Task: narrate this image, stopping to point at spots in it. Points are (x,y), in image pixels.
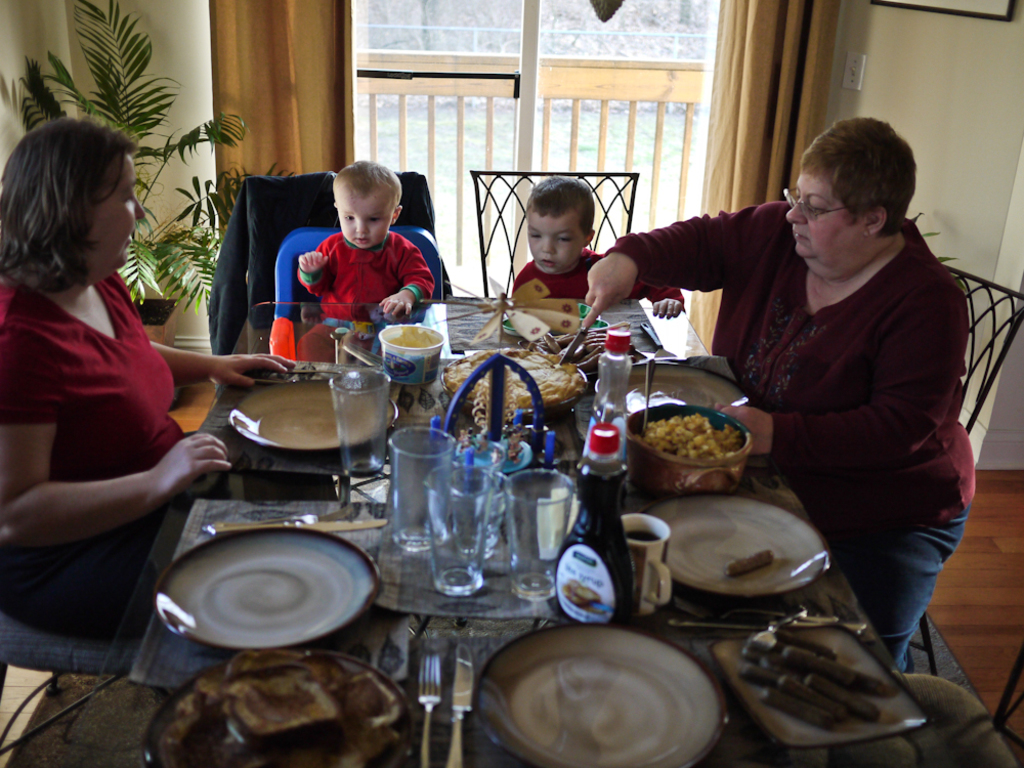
In this image I can see two women (131,427) sitting on a chairs (63,636). There are two kids (388,260) sitting. This is a table (705,684). There are many objects (531,578) placed on it. I can see a plate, knife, fork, tumbler (475,515), boxes (407,365), bowls (633,419), bottles (616,419), Cup (638,547) and some other food items (583,369) were placed on the table (333,354). this is a chair (1012,318). at background (609,81) I can see a window (547,67) which is closed and there are curtains (760,72) hanging to the hanger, and at the left corner of the image (123,88) on the background (150,193) I can see a house plant (162,223).
